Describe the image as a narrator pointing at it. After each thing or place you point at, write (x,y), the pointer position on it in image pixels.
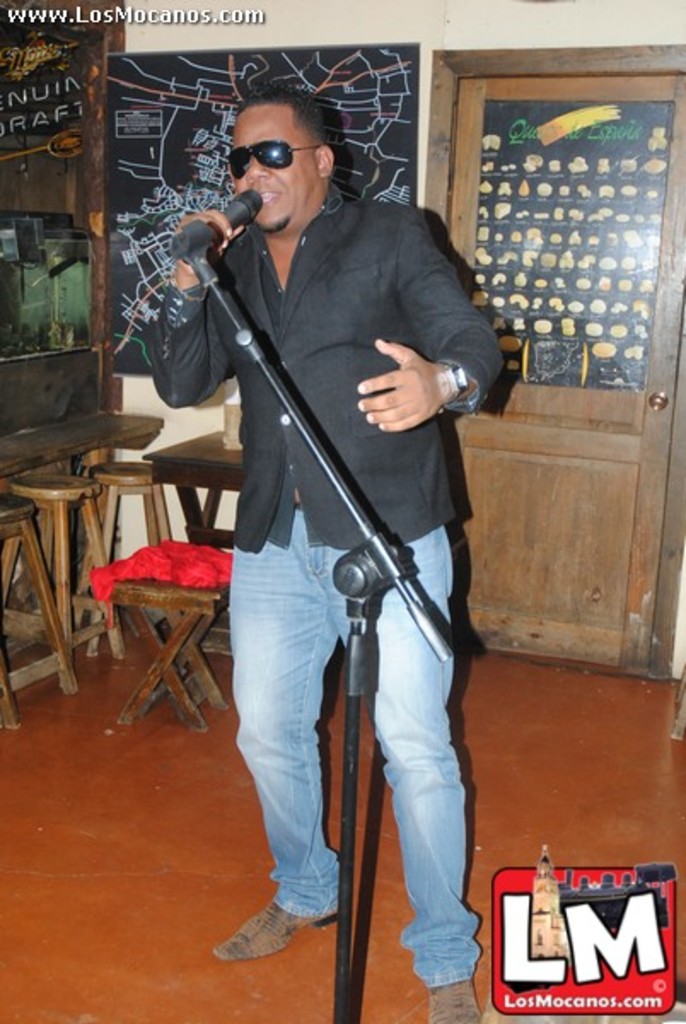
In this image there is one person (321,483) who is standing and singing and he is wearing a black shirt (337,428) and goggles (274,147) in front of him there is one mike (206,228) on the background of the image (368,100) there is one wall (217,46) on the right side of the image (582,370) there is one door (587,579) on the left side of the image (90,485) there are some chairs (109,463) and table (201,464) and on the table (217,460) there is one glass (227,447) and one floor (211,768) is there.
